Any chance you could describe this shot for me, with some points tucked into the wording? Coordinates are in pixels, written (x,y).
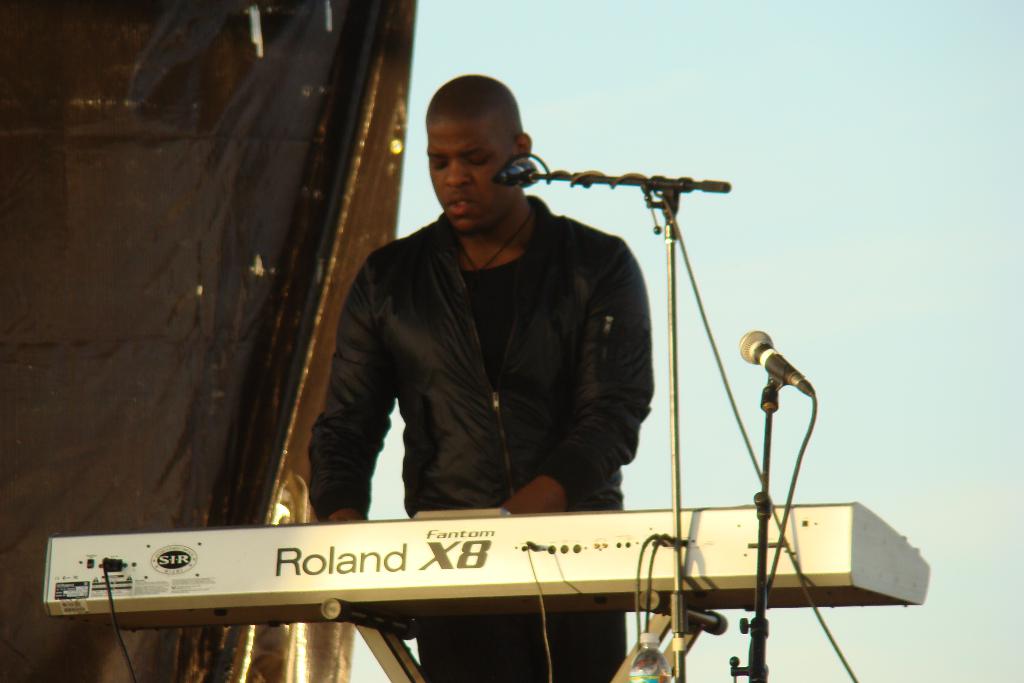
A man (500,352) with black jacket (531,409) is standing and playing a piano (511,533). In front of his mouth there is a mic (522,174). Behind him there is a black color cloth (178,284).
